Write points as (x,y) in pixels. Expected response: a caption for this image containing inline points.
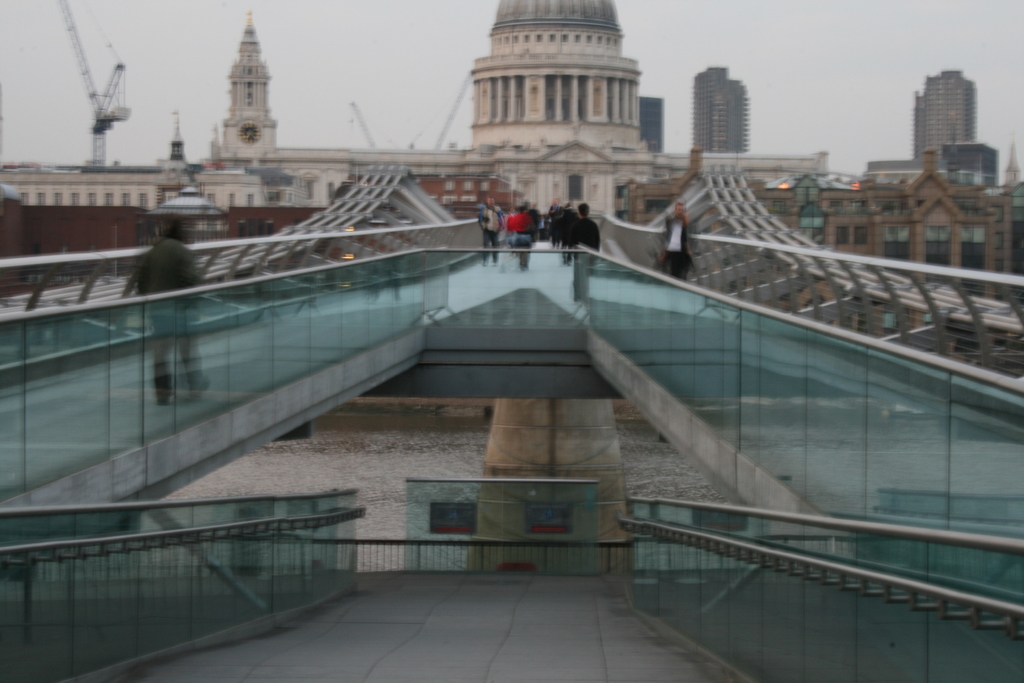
This image consists of a bridge (648,332) to which there is a railing (592,329) made up of glass (246,336). At the bottom (393,463), there is water (377,467). In the background (595,111), there is a cathedral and skyscrapers (730,132). To the top (343,60), there is sky (351,55). There are many people (522,253) walking on the bridge (484,253).
